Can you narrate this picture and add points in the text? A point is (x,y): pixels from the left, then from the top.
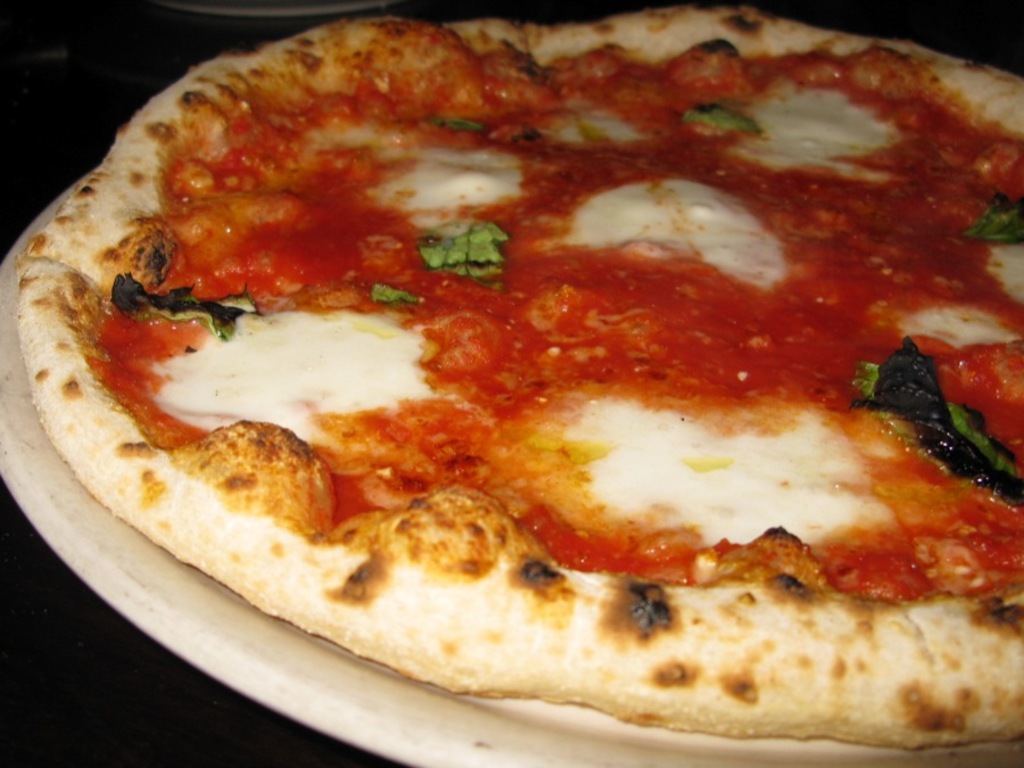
In this picture there is food (332,610) on the white plate (95,522).
